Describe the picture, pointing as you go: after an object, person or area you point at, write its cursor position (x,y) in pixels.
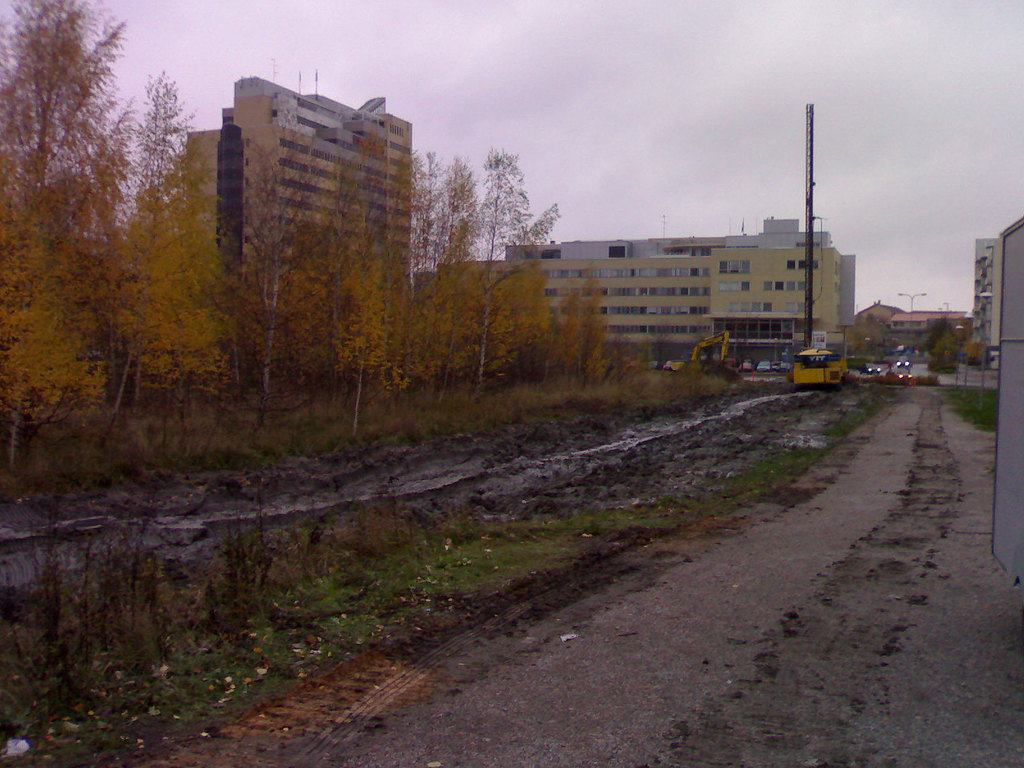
In this image, we can see vehicles (828,354), buildings (828,304) and trees (316,300). At the bottom (772,557), there is road (747,596).
